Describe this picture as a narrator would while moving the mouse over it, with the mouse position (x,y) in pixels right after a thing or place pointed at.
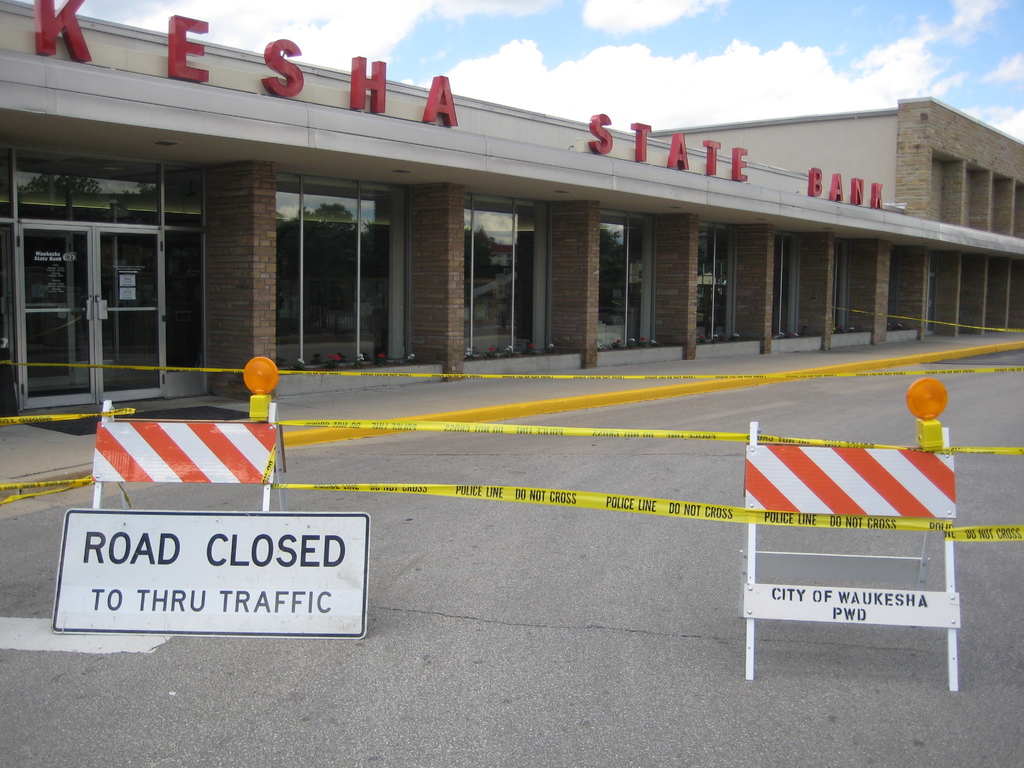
It is a large bank (677,223) and in front of the bank (765,339) there is a road (469,729) and it is closed. There are some caution boards (315,535) kept in front of the road (680,522) and in the background (689,52) there is a sky (735,82).
